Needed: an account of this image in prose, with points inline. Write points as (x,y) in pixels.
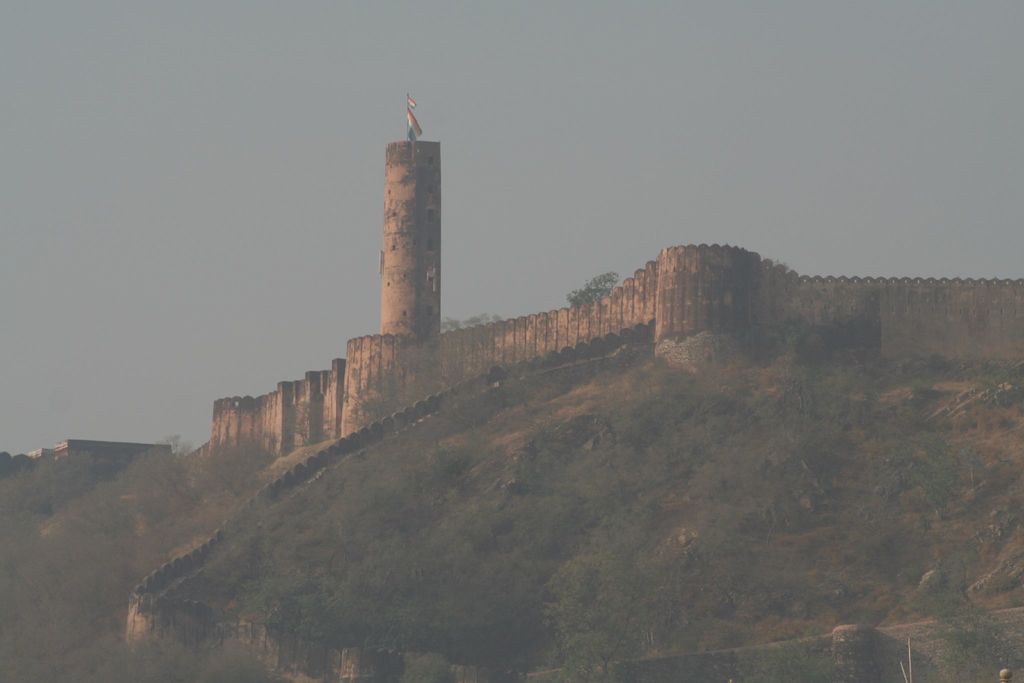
In the picture I can see trees (800,409), rocks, fort (428,148), flag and the plain sky (1014,0) in the background (85,242).
